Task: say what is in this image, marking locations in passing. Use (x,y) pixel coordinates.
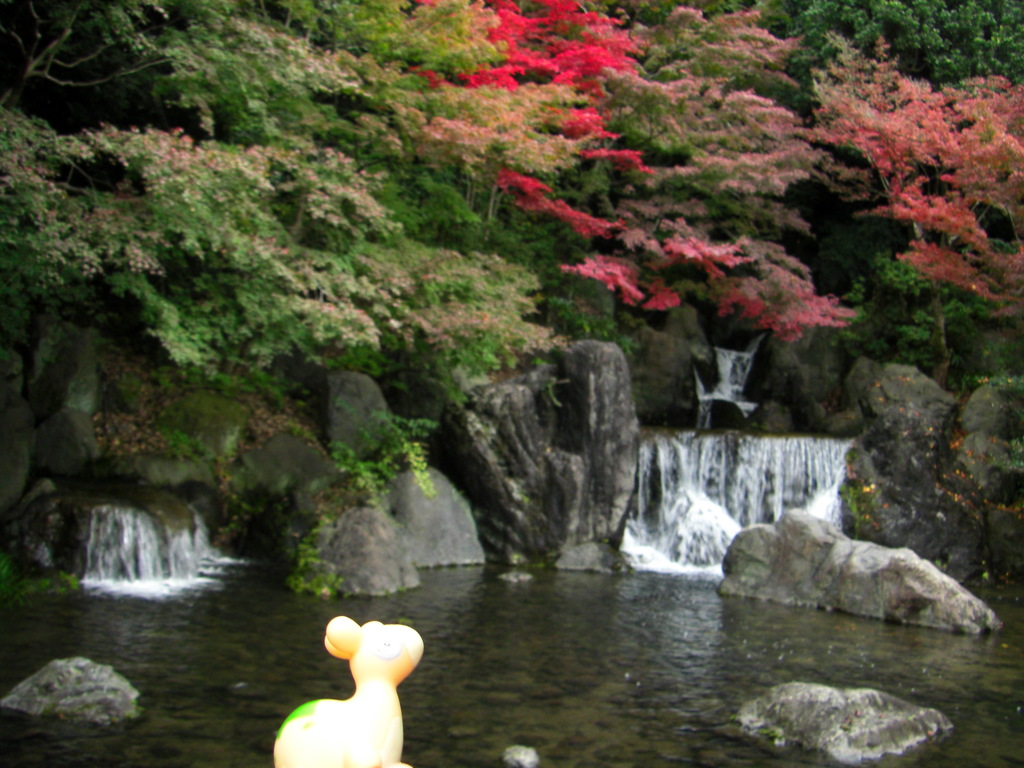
In this picture we can see a toy (340,711), rocks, water (696,611) and in the background (198,107) we can see trees (478,202).
